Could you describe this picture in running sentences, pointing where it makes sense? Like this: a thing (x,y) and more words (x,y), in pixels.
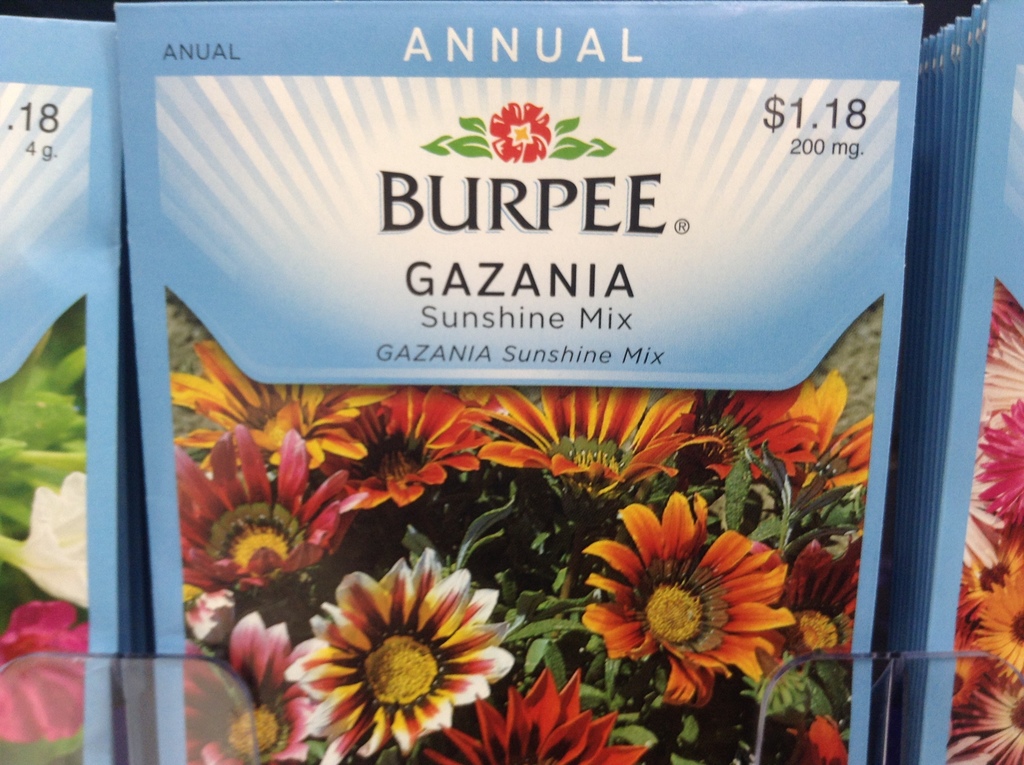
In this image there are seed packets (431,350). On the packets (629,386) there are pictures (509,477) and text (436,216). There are pictures (424,579) of flowers (654,570) on the packets (353,527).
